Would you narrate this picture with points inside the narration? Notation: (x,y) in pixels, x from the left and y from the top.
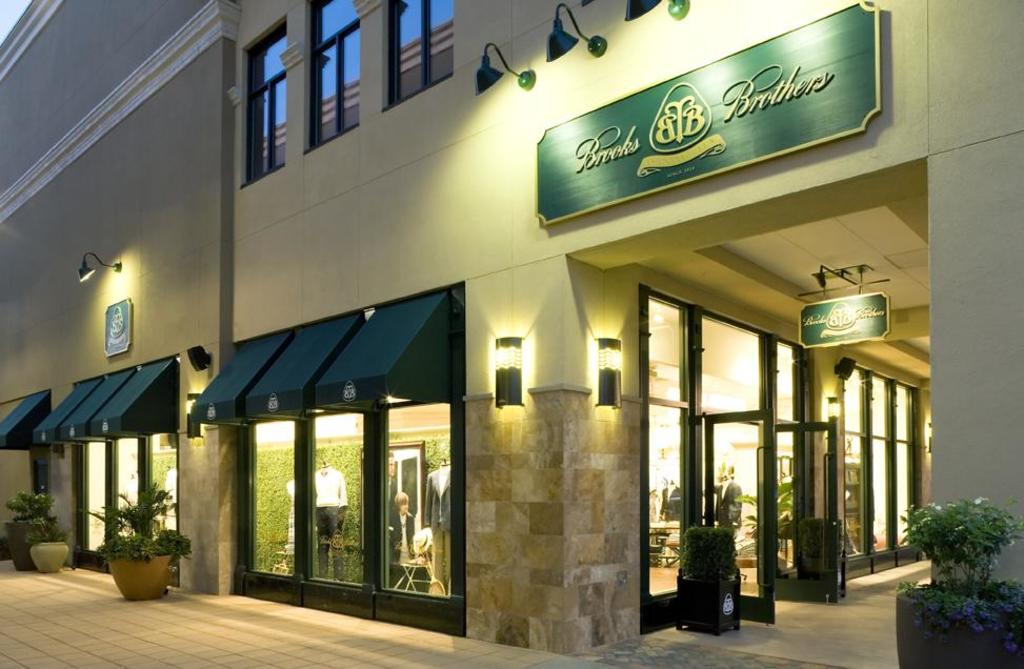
We can see building (139,52), wall (135,70), windows (350,504) and glass (429,569), through this glass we can see people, through this glass windows (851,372) we can see sky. We can see boards (610,142) and plants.
